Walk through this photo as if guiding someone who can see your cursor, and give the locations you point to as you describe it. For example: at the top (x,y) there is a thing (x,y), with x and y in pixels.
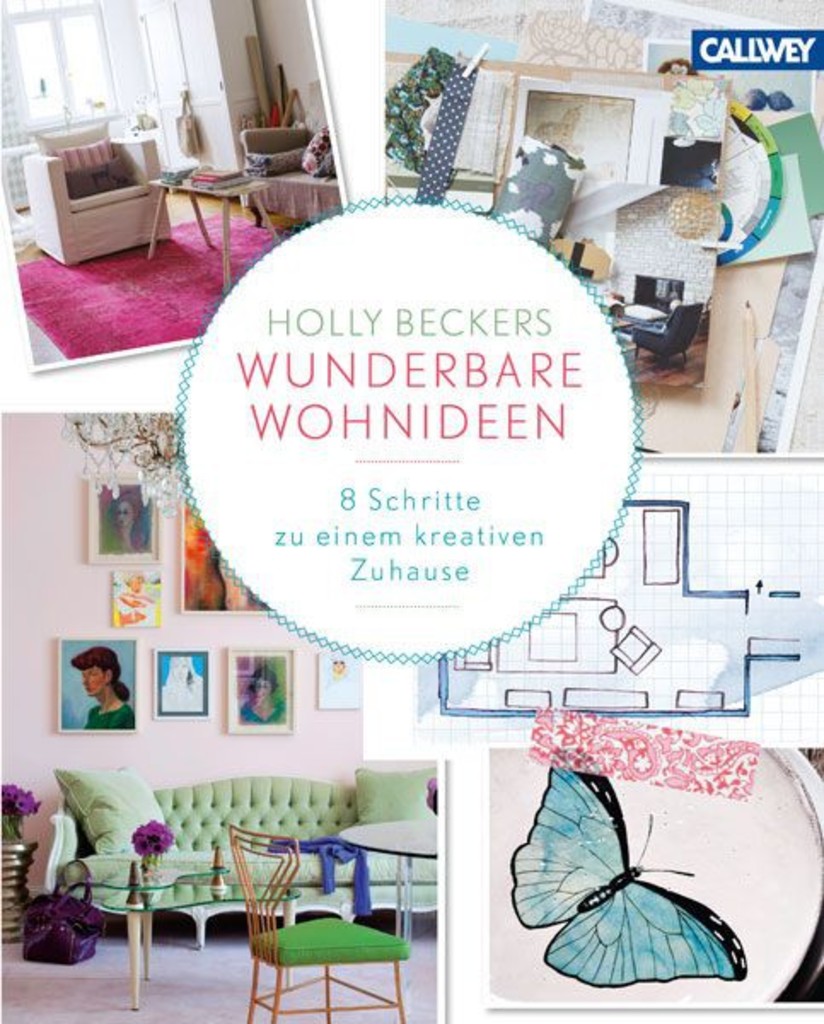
Here we can see collage of picture, In this picture we can see a sofa (194,847), photo frames (114,518) and a chair (325,934), on the right side (590,945) there is a butterfly (593,899), we can see some text (510,398) in the middle (388,440), in this picture there is a couch (290,171) and a table (196,198).
